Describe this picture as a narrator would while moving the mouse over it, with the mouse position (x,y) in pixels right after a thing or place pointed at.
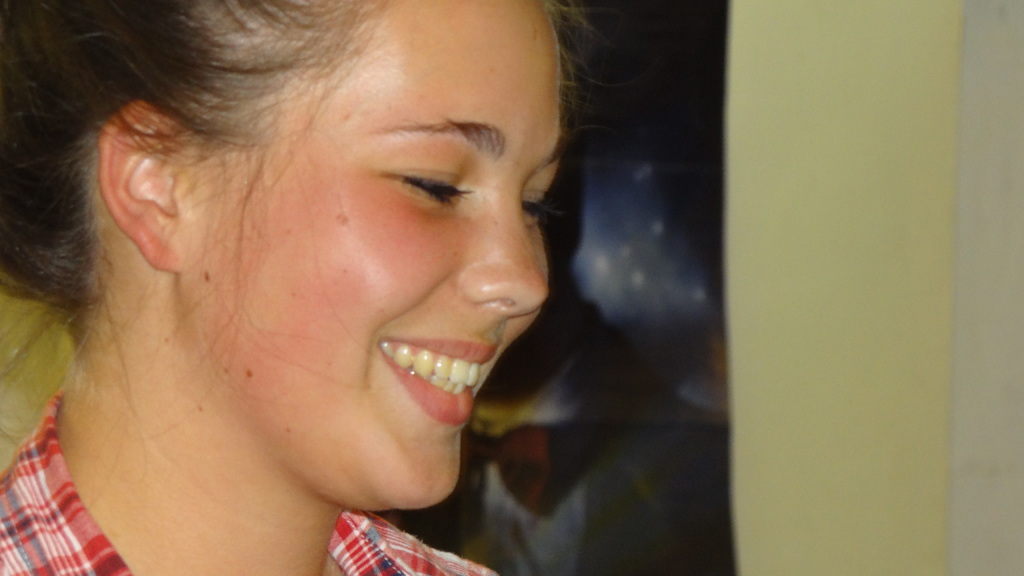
In this picture we can see a girl (345,424) and she is smiling.
